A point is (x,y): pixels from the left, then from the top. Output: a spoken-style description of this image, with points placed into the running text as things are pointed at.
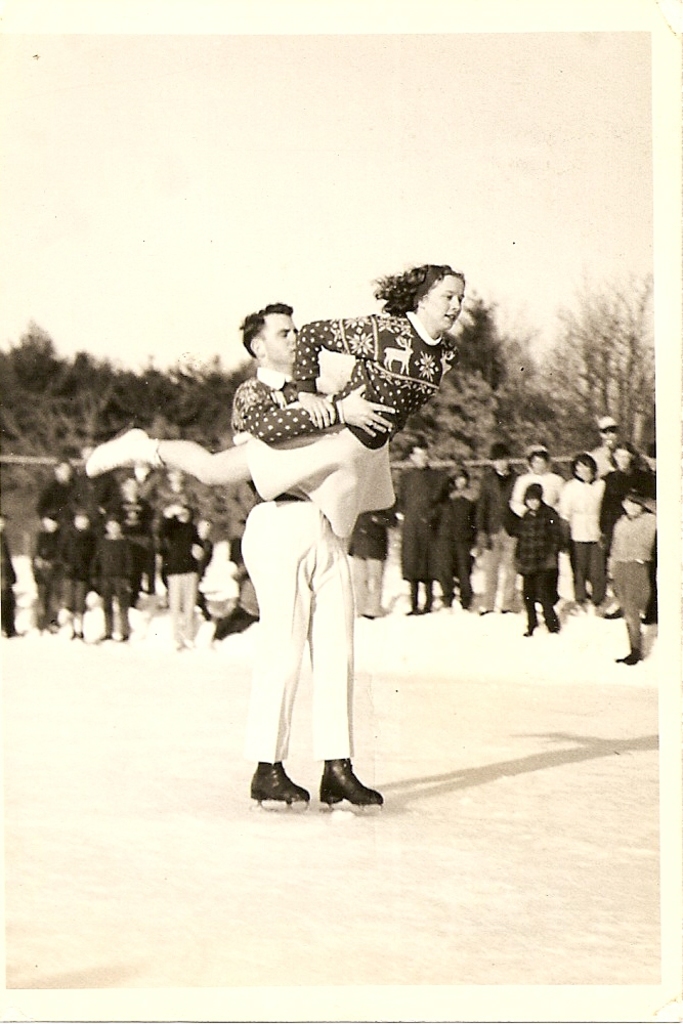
This is black and white image. Here I can see a man (271,544) is carrying a woman (375,388) in the hands (334,419) and standing on the ground (270,857). In the background (578,509), I can see few people (501,546) are standing and looking at this man (332,689). In the background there are some trees (519,357). On the top of the image (390,146) I can see the sky (312,101).
